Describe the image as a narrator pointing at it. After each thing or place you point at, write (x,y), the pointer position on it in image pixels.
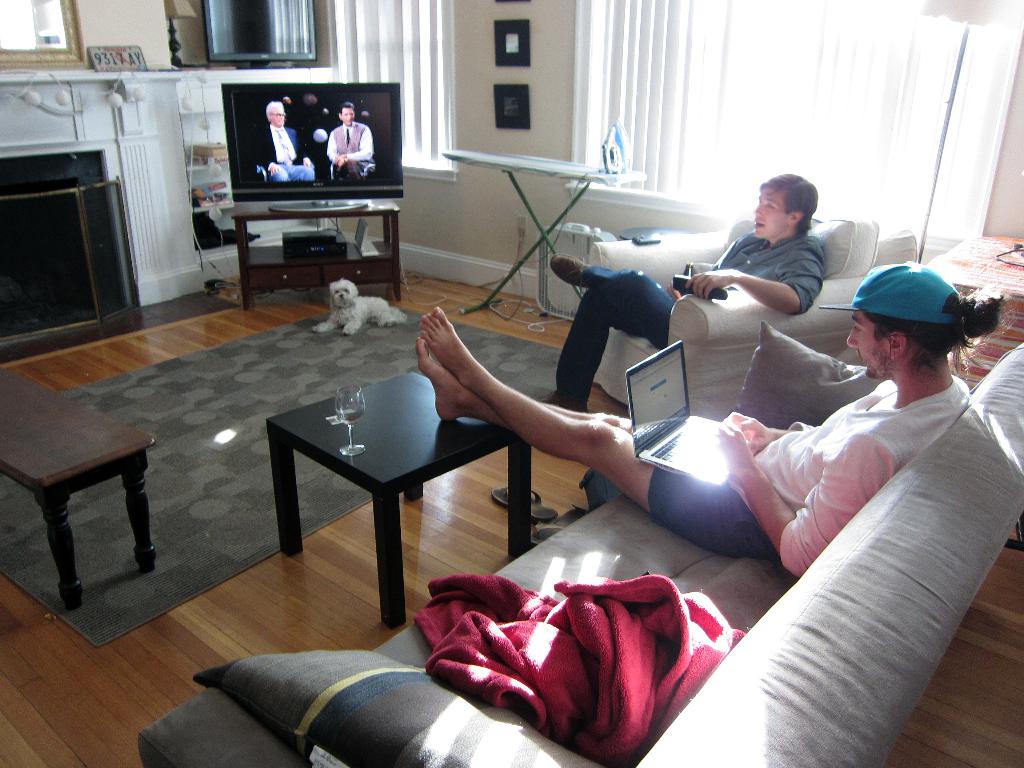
There are two men (745,280) sitting on the chair (706,380), one is holding remote (720,296) and the other is working on laptop (688,406). In this room (306,250) there is TV (328,198) on a table (308,268), iron box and with stand (546,165), window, curtain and frames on the wall (526,190).
